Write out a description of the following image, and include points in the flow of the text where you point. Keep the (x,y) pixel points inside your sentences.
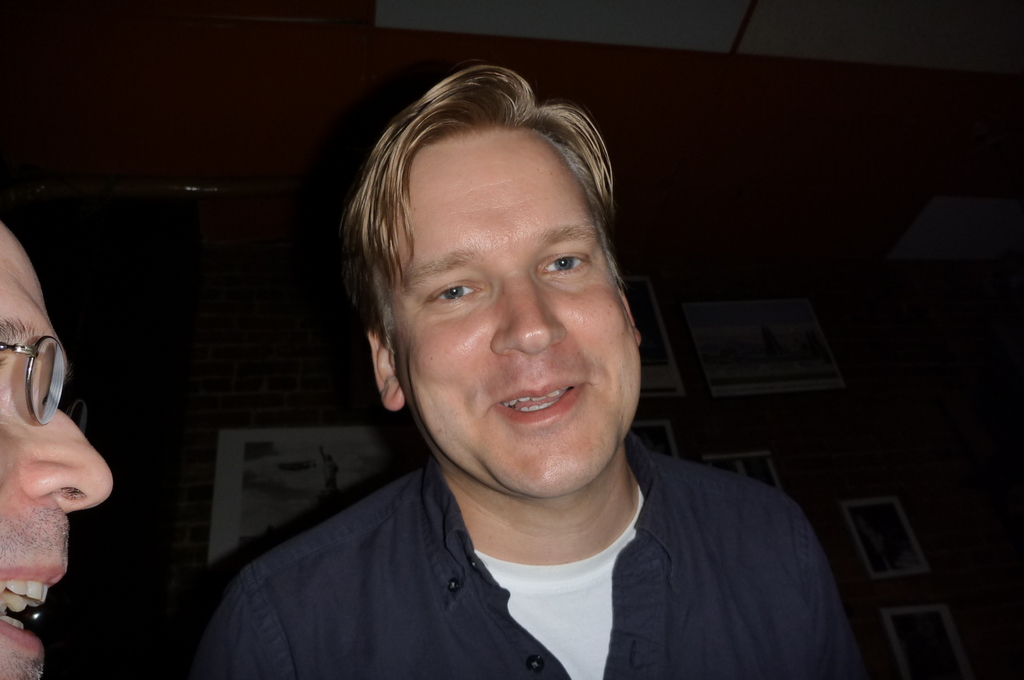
In this image we can see two people (445,548), behind them there is a wall (914,588) with picture frames (910,565).
